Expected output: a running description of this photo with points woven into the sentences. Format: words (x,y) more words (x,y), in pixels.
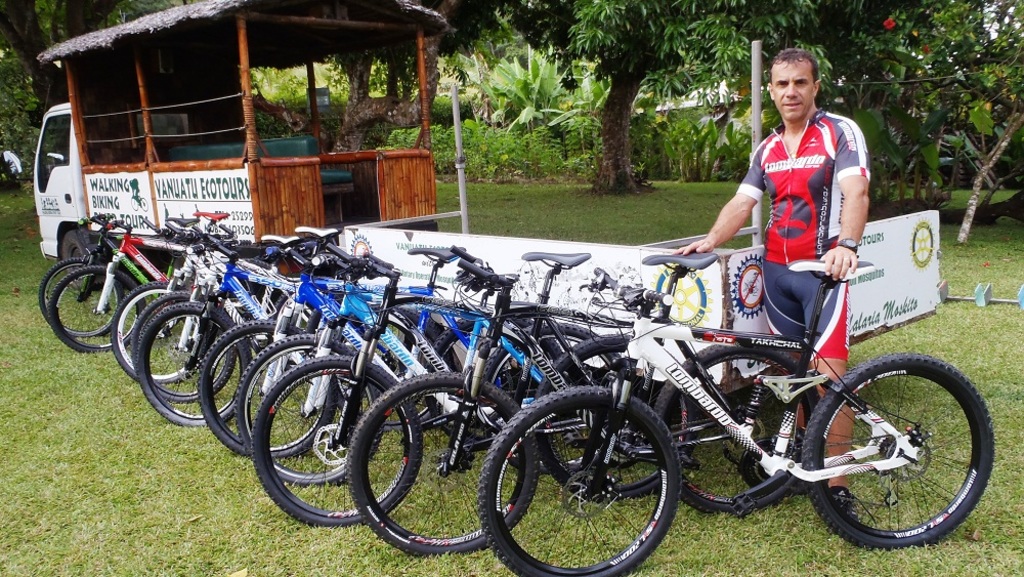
In the right side (801,216) a man (801,216) is standing and these are the cycles (521,374) that are parked. In the left side (145,177) it is a vehicle (162,164) and there are trees (553,4) in the back side of an image (658,113).
